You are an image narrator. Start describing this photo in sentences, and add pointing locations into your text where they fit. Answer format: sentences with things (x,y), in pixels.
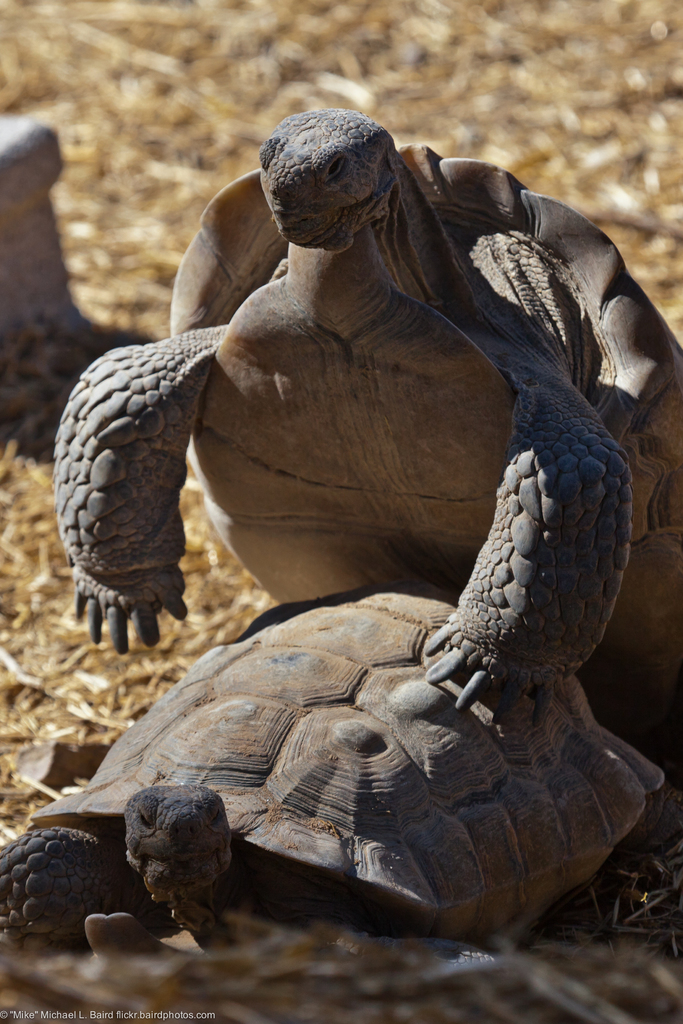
In this image there are tortoises (368,284) on a land (15,992).
